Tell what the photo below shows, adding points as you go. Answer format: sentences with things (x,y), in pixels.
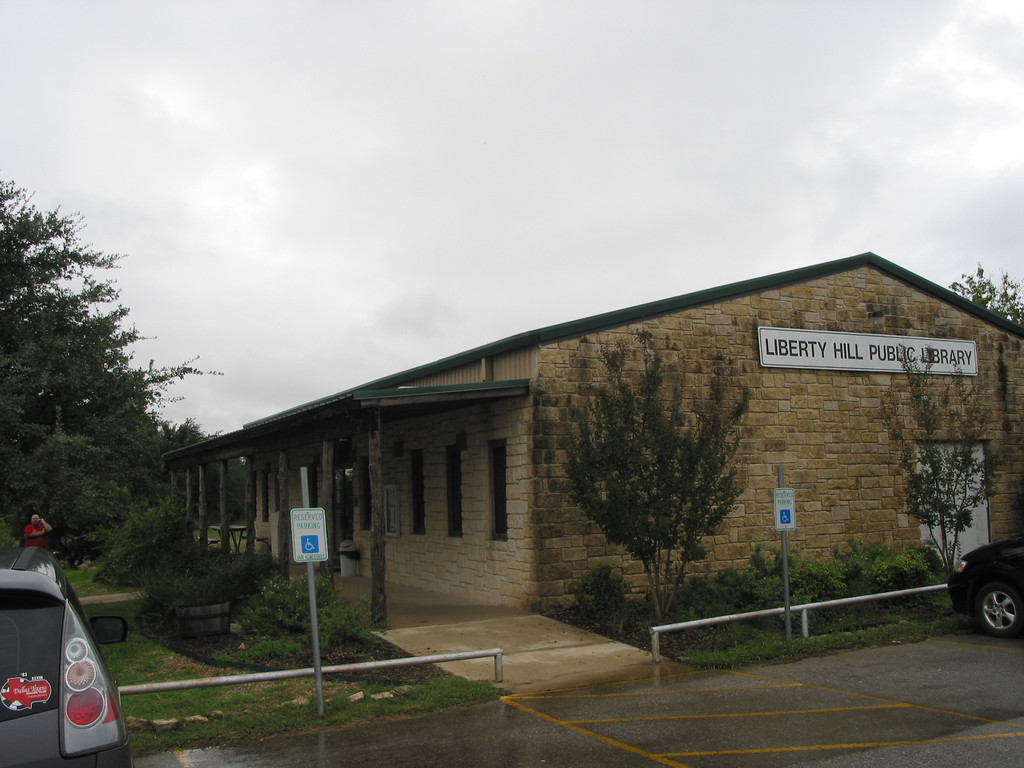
In the center of the image (567,411) we can see building (874,498) and trees (724,483). On the left side of the image (20,553) there is a person (29,528), car (49,556), sign board (292,524) and trees (90,361). In the background (268,259) there is a sky (543,255).
